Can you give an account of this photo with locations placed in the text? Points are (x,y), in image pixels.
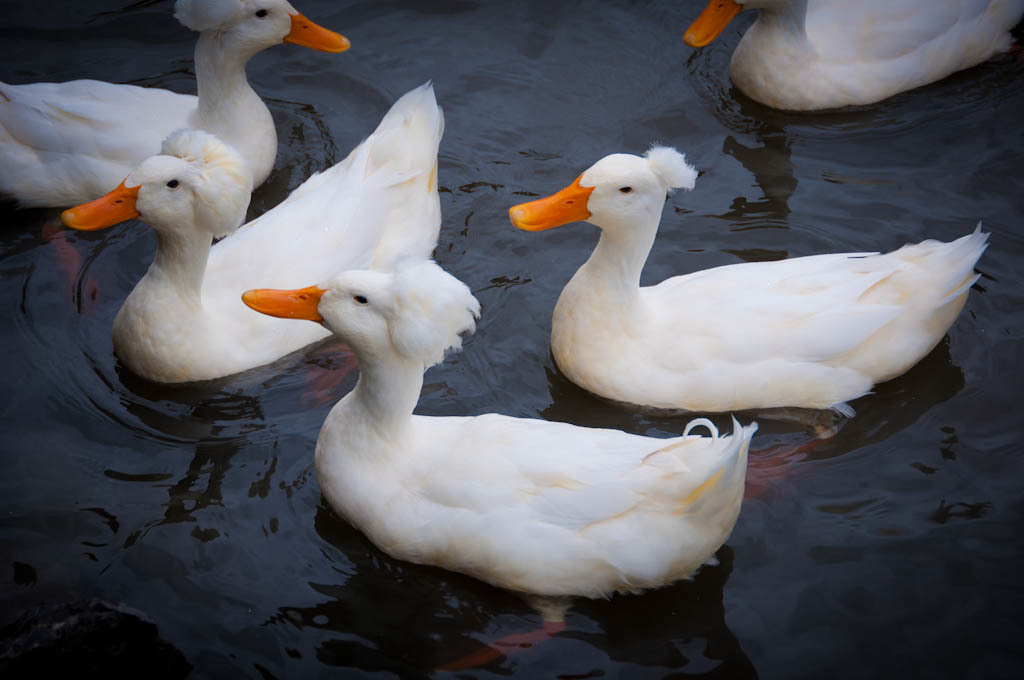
In this picture I see number of ducks (435,216), which are of white in color and I see that they're on the water (336,151).
